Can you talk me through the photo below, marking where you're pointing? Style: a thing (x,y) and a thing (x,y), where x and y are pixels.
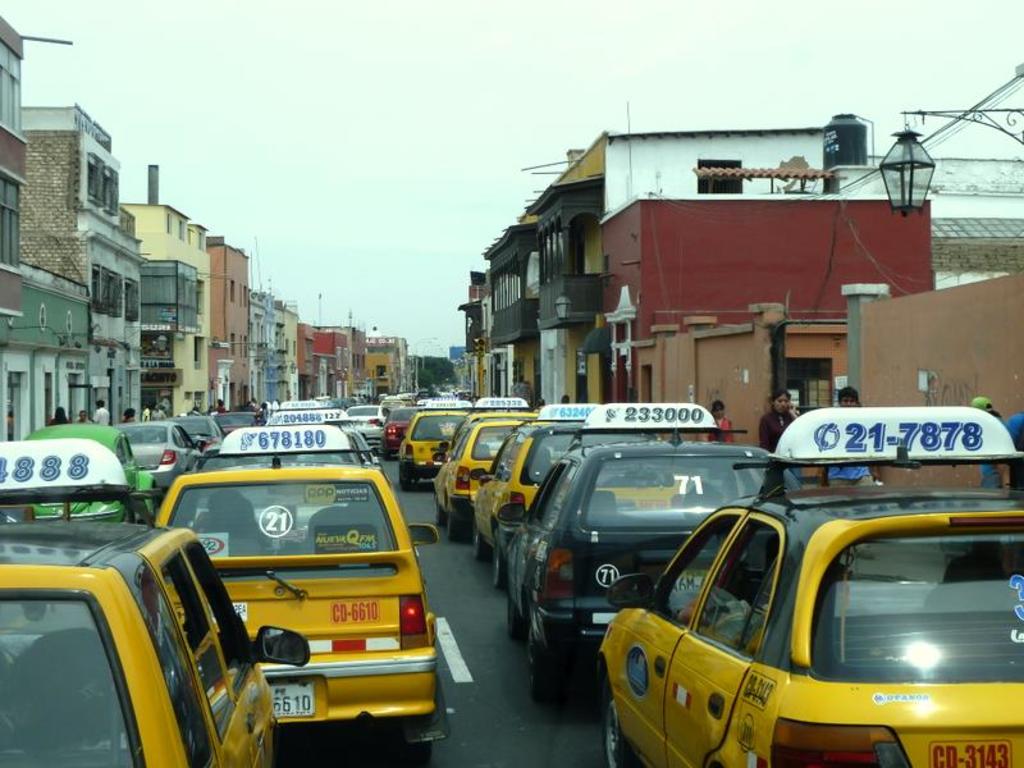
This is an outside view. At the bottom (329,709) there are many cars (497,531) on the road (481,616). On both sides of the road (547,751) there are many buildings (798,333). At the top of the image (353,82) I can see the sky (326,140).
